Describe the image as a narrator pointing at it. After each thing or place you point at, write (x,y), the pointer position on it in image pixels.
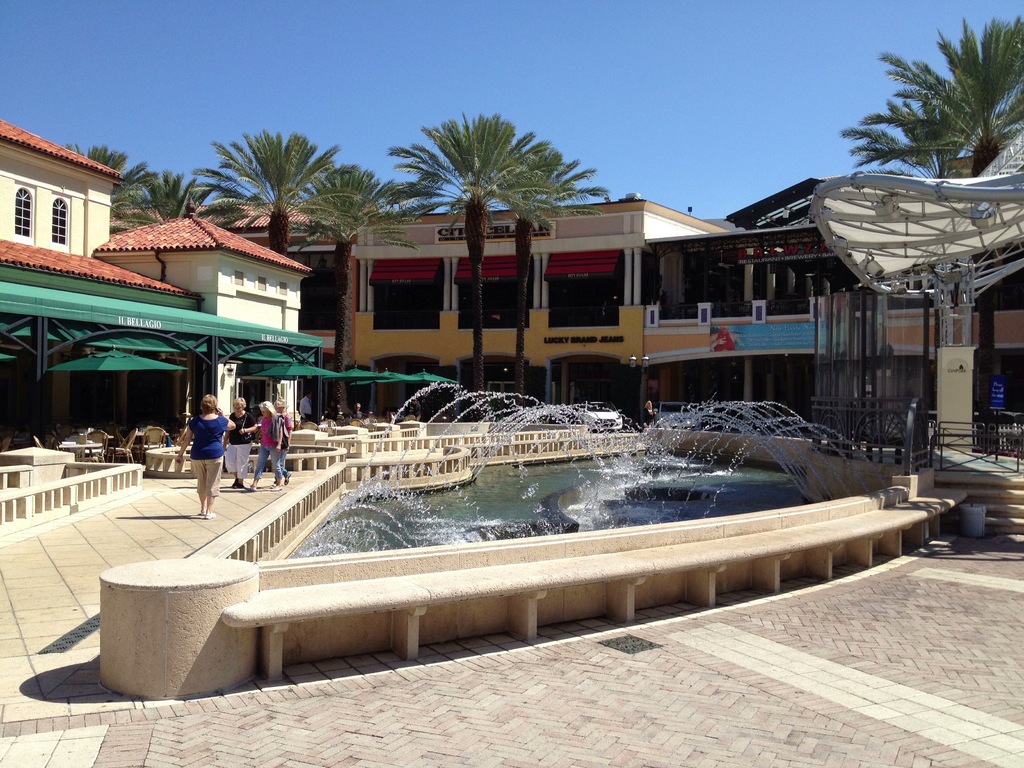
In this picture we can see a fountain (479,490). On the left side of the fountain (559,480), there is a group of people (231,420). Behind the fountain (571,449), there is a vehicle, trees (282,208), buildings (395,257) and the sky (365,69). On the right side of the image (889,436), there are iron grilles (895,399) and an architecture (951,232).
